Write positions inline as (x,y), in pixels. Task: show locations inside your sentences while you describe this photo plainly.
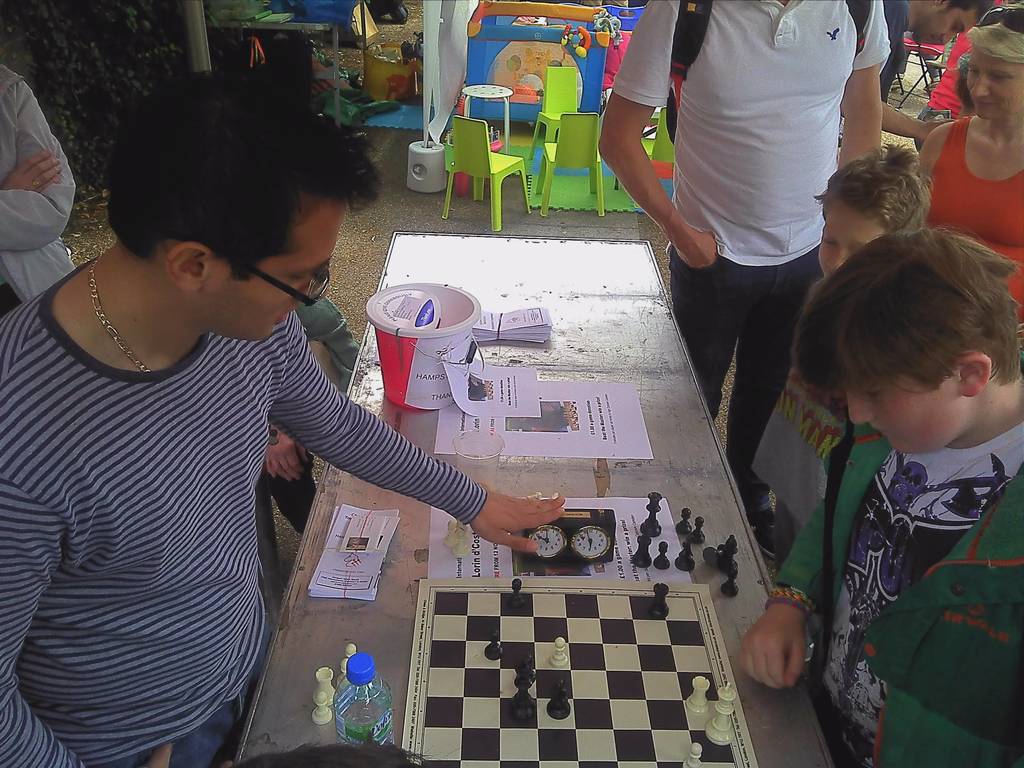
In this picture we can see some people (725,302) standing in front of a table (579,476), these two persons (242,434) are playing chess game (630,601), we can see some papers (370,539), a bucket (429,327), a water bottle (388,688), a timer (561,553), chess coins (687,557) present on the table (697,549), in the background (545,115) there are some chairs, we can see plants (127,64) at the left top of the picture (103,56).
